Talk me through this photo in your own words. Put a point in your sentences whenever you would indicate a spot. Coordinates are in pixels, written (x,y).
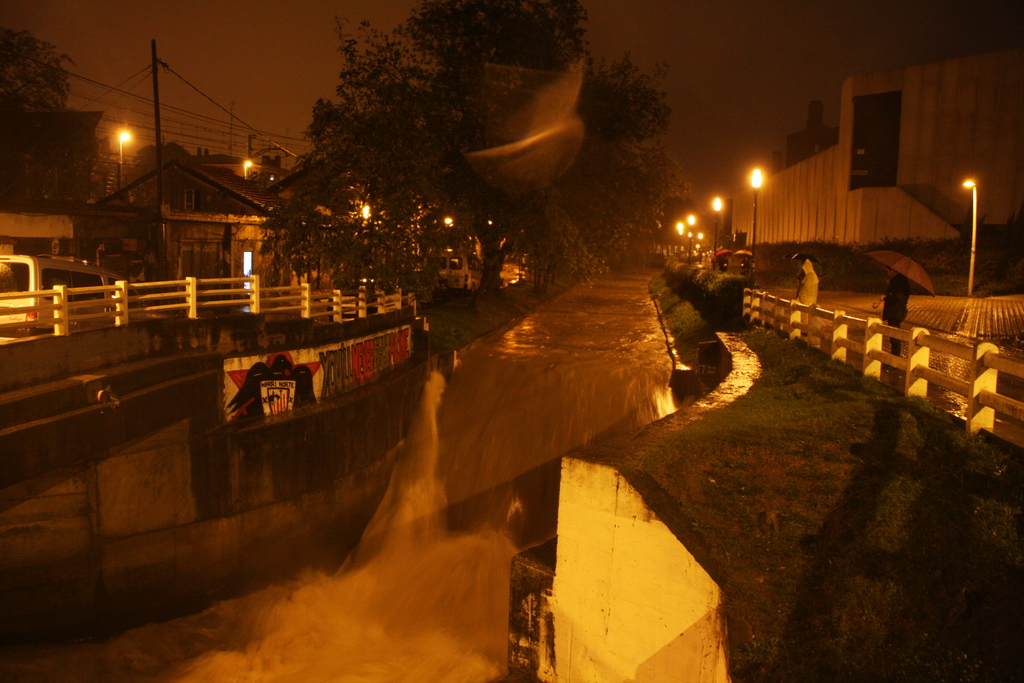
In this picture, we see a water channel (479,539) and a railing (766,310). On the right side (897,315), we see a man (892,287) in black shirt (899,300) is holding an umbrella (882,301) and walking on the road (1018,391). On either side of the picture, we see street lights (719,199). On the left side (94,298), we see a car (20,265) which is parked on the road (31,333). There are trees (323,180) and buildings (235,175) in the background (931,128). This picture might be clicked outside the city.
